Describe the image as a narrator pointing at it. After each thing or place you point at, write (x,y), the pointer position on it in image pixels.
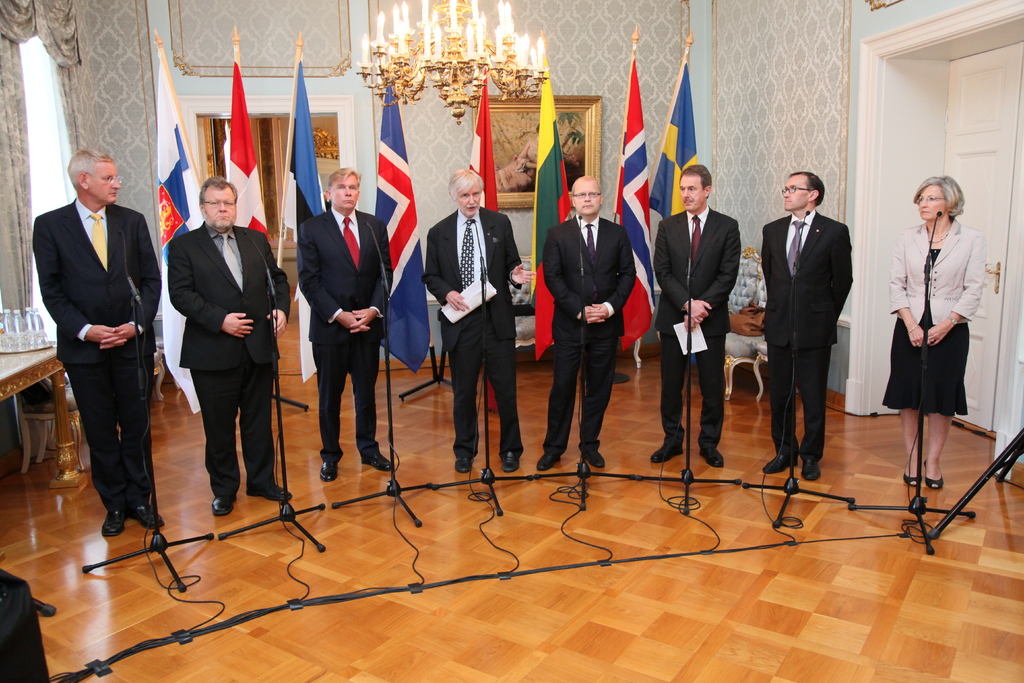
In the image we can see there are seven men (821,285) and a woman (934,314) standing, wearing clothes (962,294), shoes (787,459) and some of them are wearing spectacles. Here we can see there are microphones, cable wires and wooden floor (617,595). We can even see there are flags of the countries (241,146) and we can see the table (26,369). On the table (30,363) there are bottles (32,332). Here we can see the curtains (12,162) and the frame (538,118) stick to the wall (614,122). Here we can see chandelier (446,66).
